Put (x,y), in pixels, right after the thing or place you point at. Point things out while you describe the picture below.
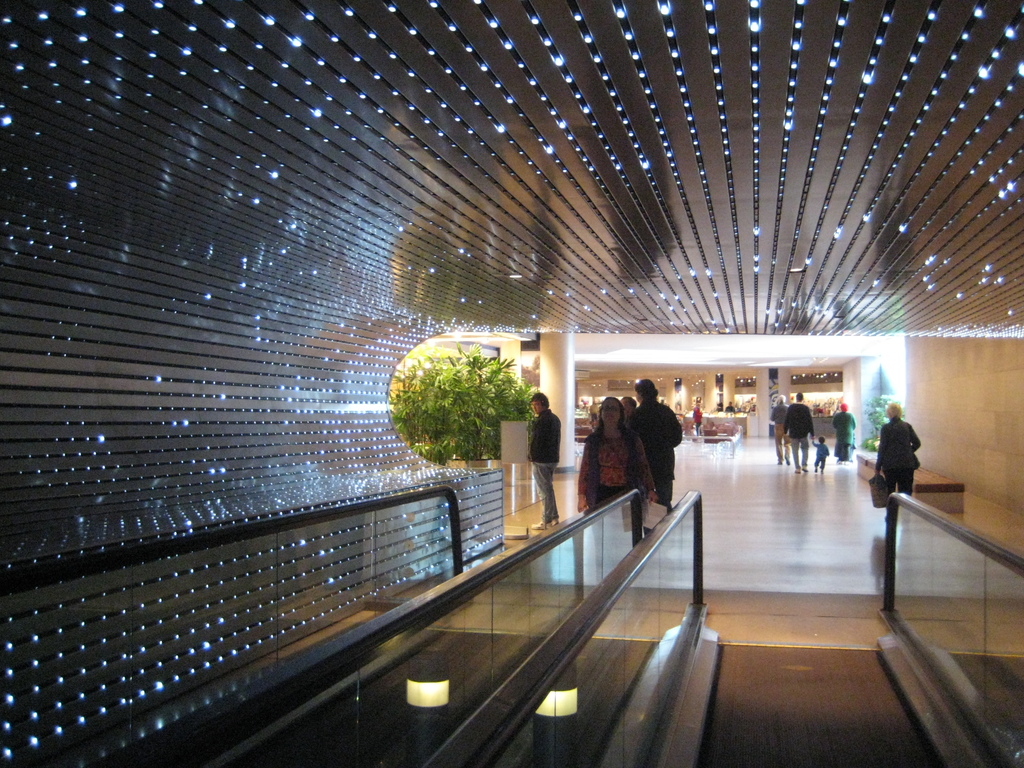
In this picture there are people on the right side of the image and there are plants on the right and left side of the image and there is moving walkway (624,549) at the bottom side of the image (361,518).
